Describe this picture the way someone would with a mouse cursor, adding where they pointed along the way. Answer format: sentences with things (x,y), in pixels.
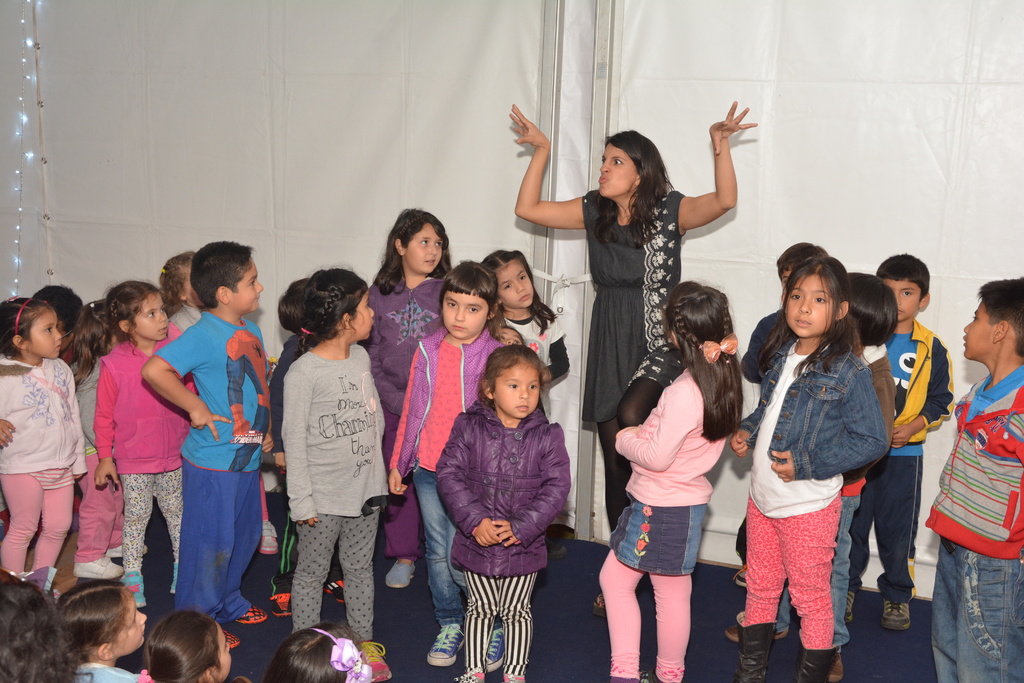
In this image, we can see children (387,431) and there is a lady (628,241). In the background (65,120), there are lights (28,156) and we can see a board (466,69). At the bottom (709,623), there is floor (692,609).
